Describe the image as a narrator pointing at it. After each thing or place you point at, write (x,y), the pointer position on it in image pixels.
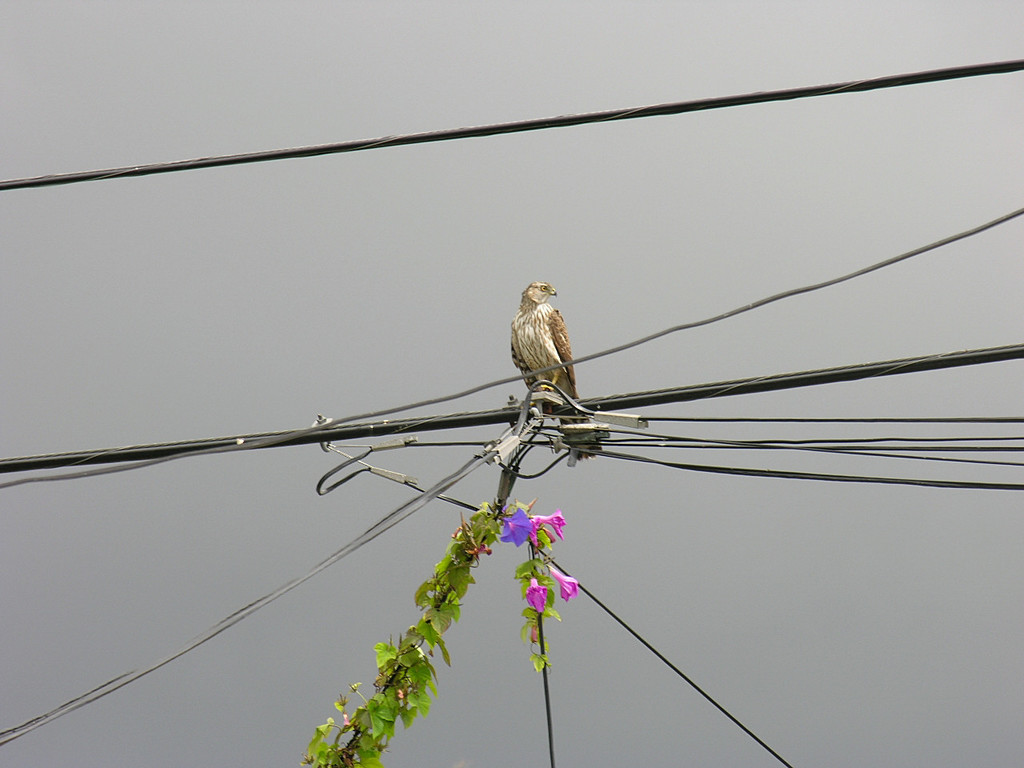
In this picture we can observe a white and brown color bird (545,342) on the wire (43,464). We can observe some wires (529,441). There are leaves (487,535) and pink color flowers (556,531). In the background (473,272) there is a sky (448,264).
